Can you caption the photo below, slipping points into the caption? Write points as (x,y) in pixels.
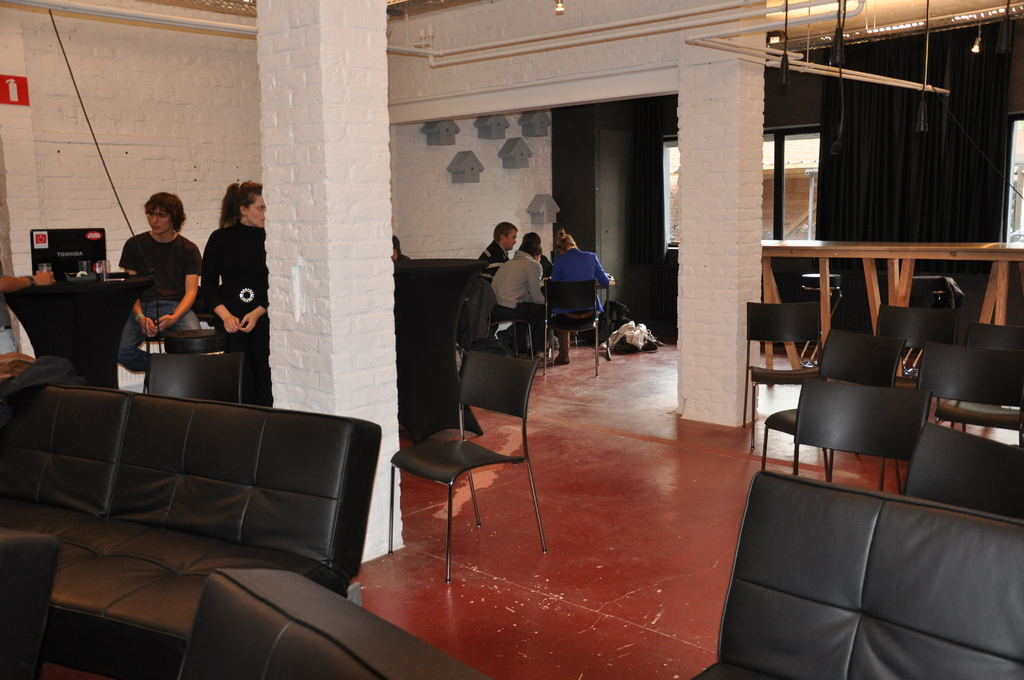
In this image on the left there are some people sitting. In the middle (566,325) there are sofas (264,491), chairs (419,459), some people (509,289), pillar (373,267) and floor (607,565). In the background (814,218) there is a wall (224,123), window (770,197) and light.
